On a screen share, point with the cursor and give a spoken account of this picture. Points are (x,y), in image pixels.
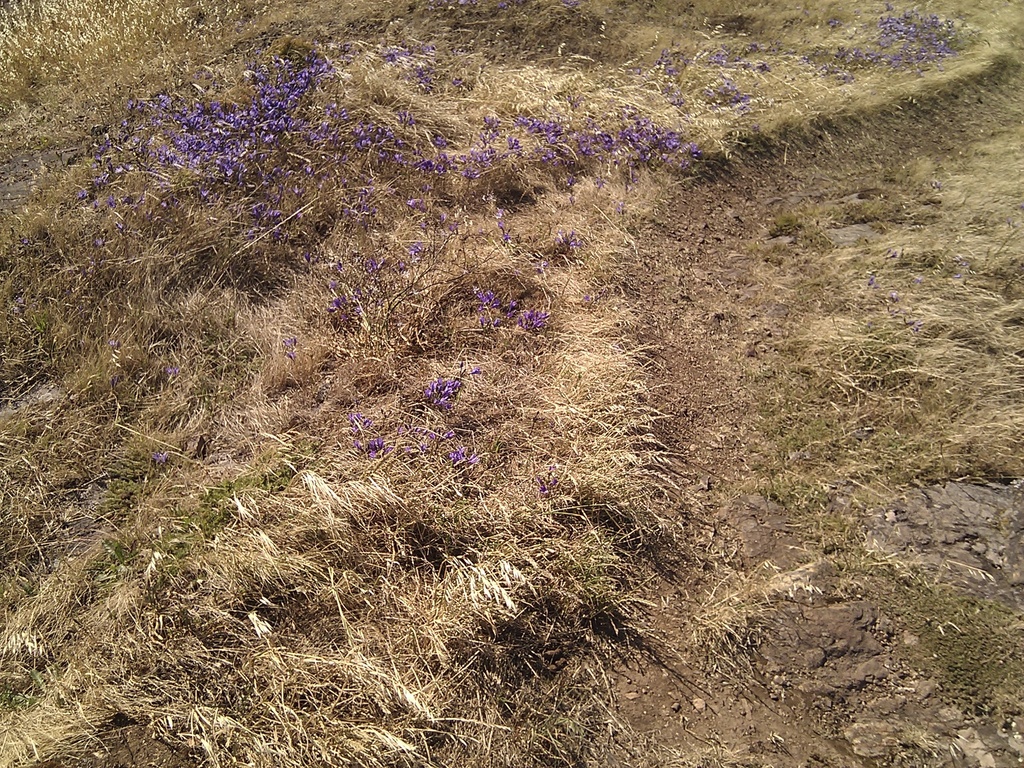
In the image there are lavender flower plants (272,126) on the dry grassland (472,417).
